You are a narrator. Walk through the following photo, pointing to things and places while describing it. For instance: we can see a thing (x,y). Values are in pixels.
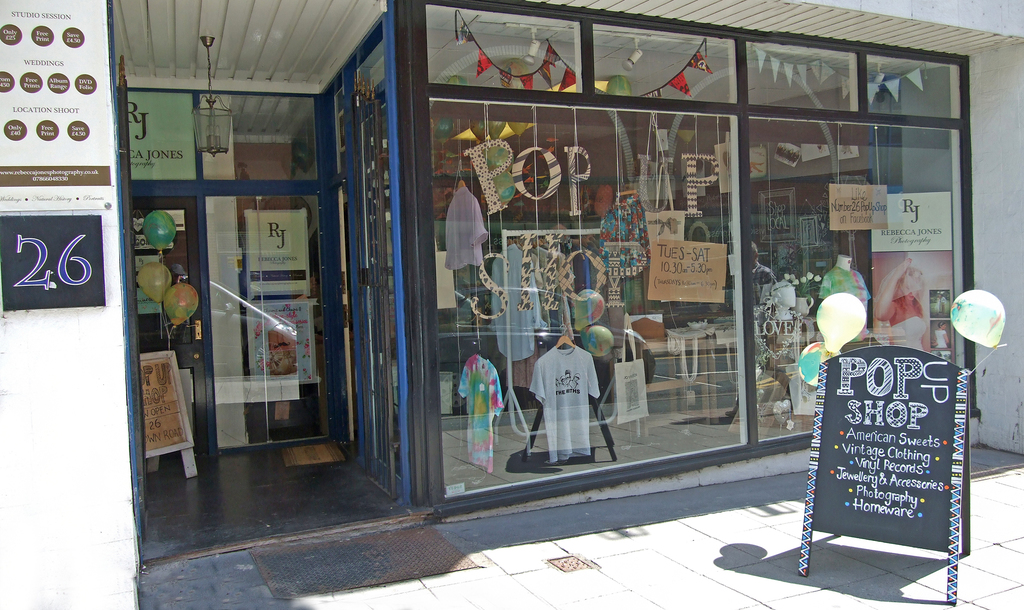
In the right bottom of the picture (831,511), we see a board (873,486) in black color with some text (889,511) written on it. We even see the balloons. Beside that, we see a shop (688,193) which has glass doors (626,157). Inside the shop (493,363), we see the clothes (521,313). Beside that, we see a glass door (272,315) on which banners (249,275) are placed. Beside that, we see a board (166,396) and balloons (153,289) in green and yellow color. On the left side (66,324), we see a white wall (47,411) on which black color board (48,261) and a white board (70,92) with some text (65,39) written is placed.
